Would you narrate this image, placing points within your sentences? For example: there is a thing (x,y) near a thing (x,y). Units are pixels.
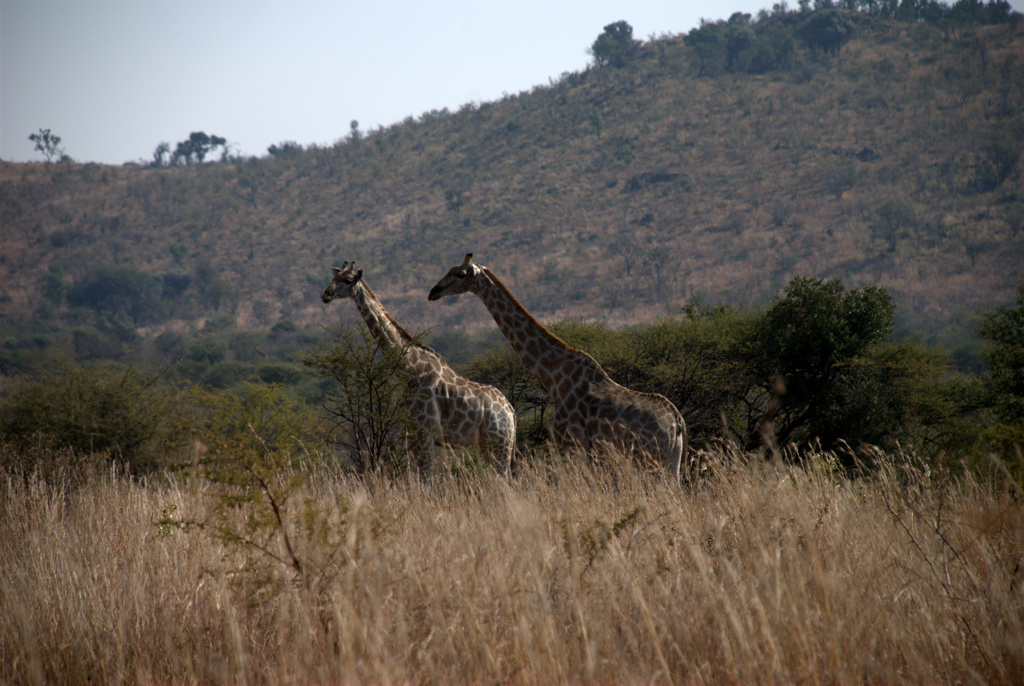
In this image we can see two giraffes (436,380) and in the background of the image (541,449) there are some plants (796,428), mountain (711,305) and clear sky (325,84).
